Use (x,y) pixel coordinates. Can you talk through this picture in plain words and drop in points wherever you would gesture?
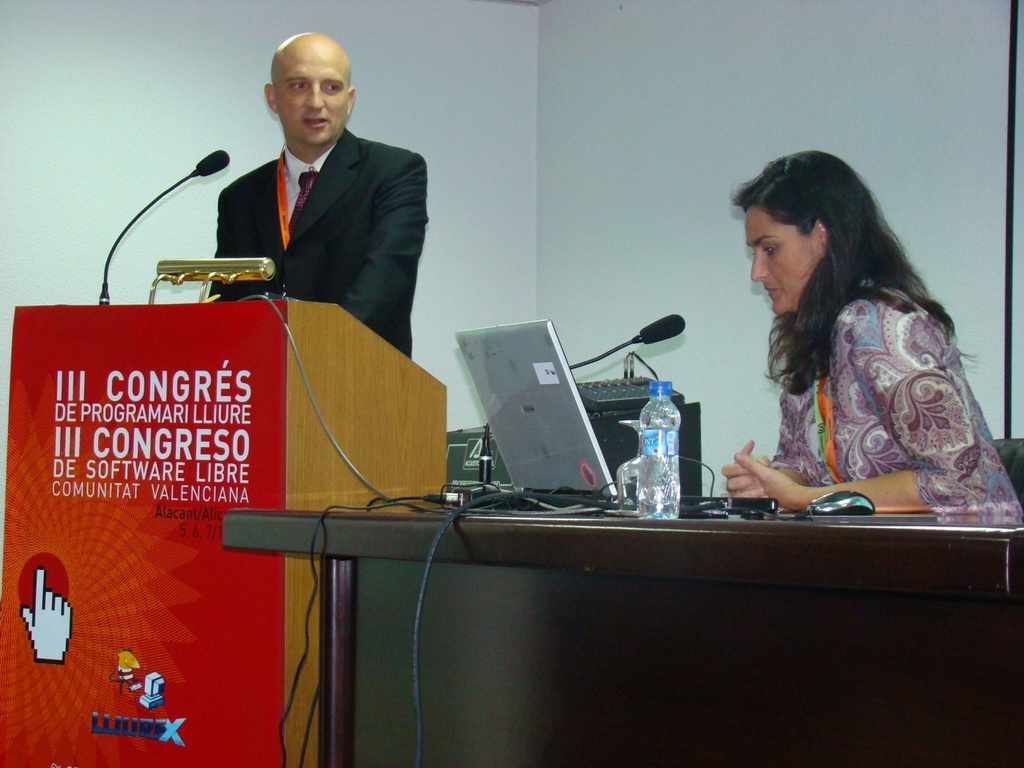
This is the picture of a room (518,412). On the left side of the image (260,288) there is a person (344,146) standing behind the podium (263,387) and talking and there is a microphone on the podium (116,429). On the right side of the image (857,337) there is a person (822,430) sitting behind the table (587,634) and there is a laptop (550,358), mouse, bottle (667,422) and there are wires (420,499) on the table (705,544). At the back (659,115) there is a device (617,427), screen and wall (646,125).
